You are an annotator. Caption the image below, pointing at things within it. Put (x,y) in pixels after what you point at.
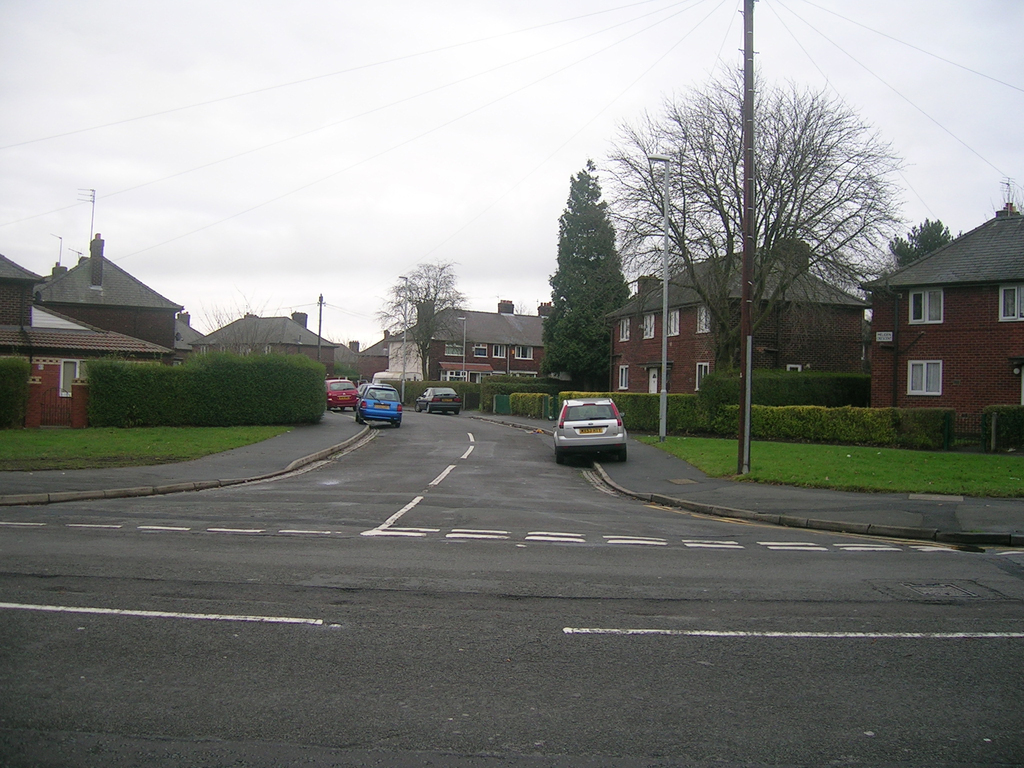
In the middle of the image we can see some vehicles (380,376) on the road (951,564). Behind the vehicles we can see some plants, trees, poles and buildings (112,275). At the top of the image (189,235) we can see some clouds (408,265) in the sky (32,25).
